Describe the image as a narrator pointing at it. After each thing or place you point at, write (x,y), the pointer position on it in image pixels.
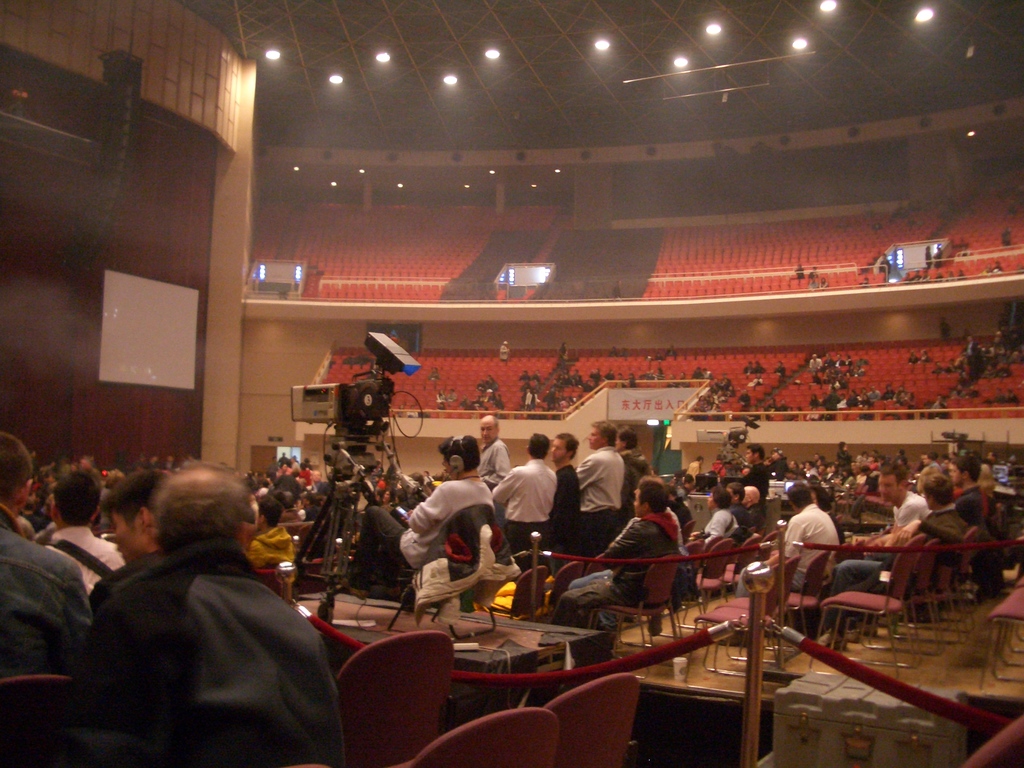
In this picture I can see group of people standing and group of people (135,570) sitting on the chairs (925,382). I can see lights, rope barriers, camera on the tripod stand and there are some objects (98,124).
